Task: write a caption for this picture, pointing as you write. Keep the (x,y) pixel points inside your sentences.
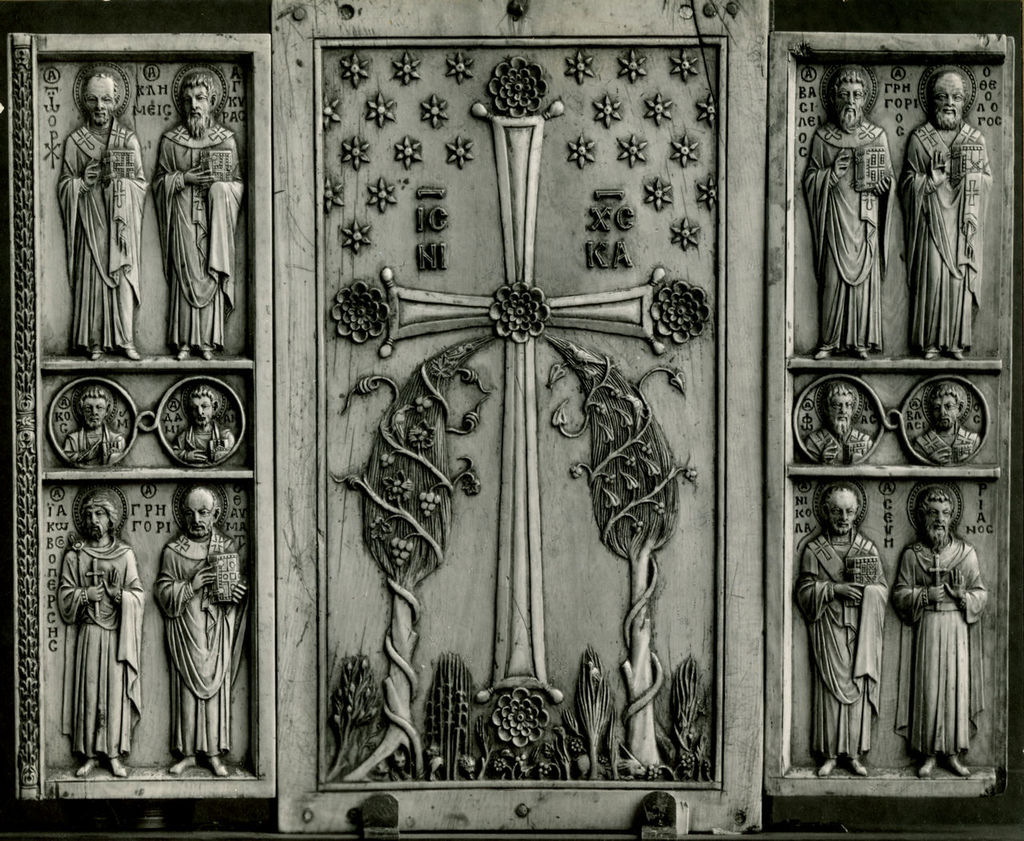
There are wooden frames (467,25) in the image on which, there are sculptures (399,556).
